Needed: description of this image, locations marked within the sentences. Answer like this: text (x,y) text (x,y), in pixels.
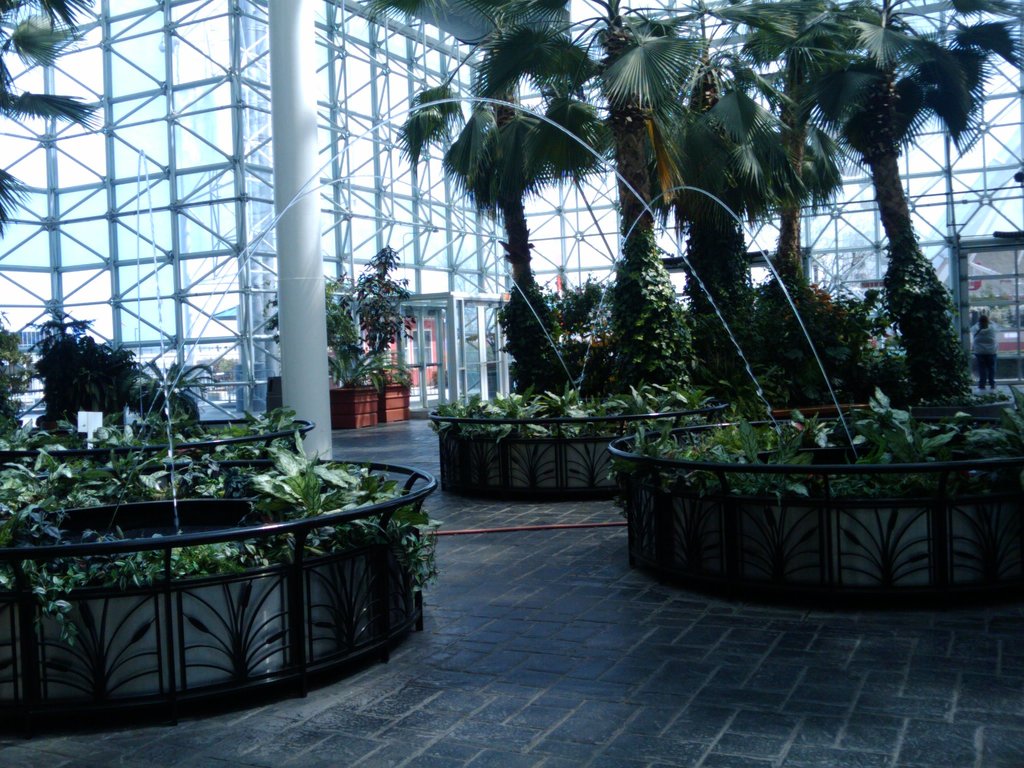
In this image I can see houseplants (375,388), fence (529,464), fountain (578,390), pillar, metal rods (835,286), doors (436,336), trees (936,355) and a person (983,358). This image is taken may be in a building (462,500).
